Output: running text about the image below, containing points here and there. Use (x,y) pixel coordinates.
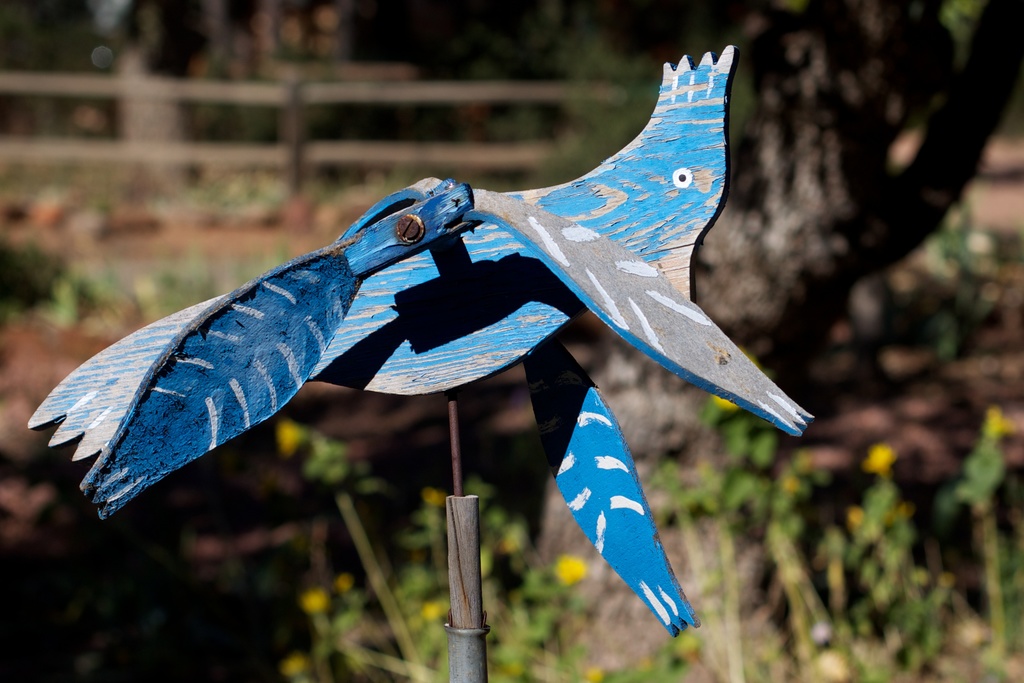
In this image in the foreground (477,335) there is one wooden bird (471,279), in the background (558,525) there are trees (578,133) and railing (465,144).
